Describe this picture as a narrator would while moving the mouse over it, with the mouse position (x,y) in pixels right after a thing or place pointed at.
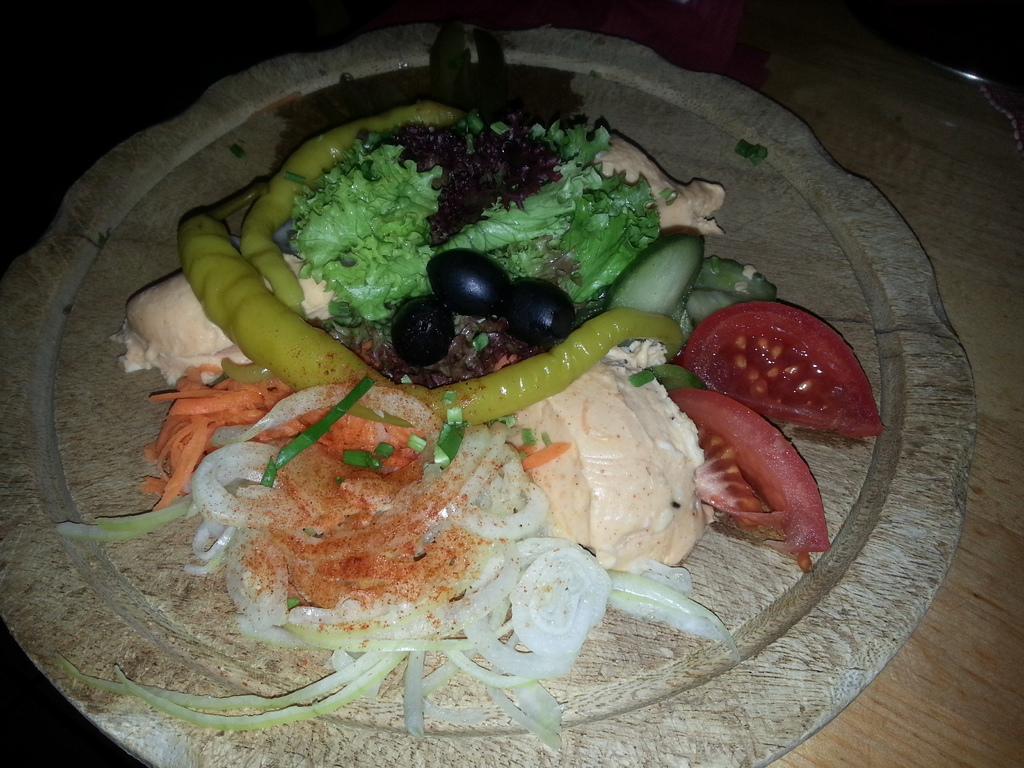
In this picture we can observe some vegetables (279,464) placed in the plate (919,560). The plate (829,287) is on the table (925,196) which is in cream color. We can observe tomatoes (704,471), onions (537,517), chillies (298,345), lettuce (381,278) and some spices (322,509) in the plate (104,404).
